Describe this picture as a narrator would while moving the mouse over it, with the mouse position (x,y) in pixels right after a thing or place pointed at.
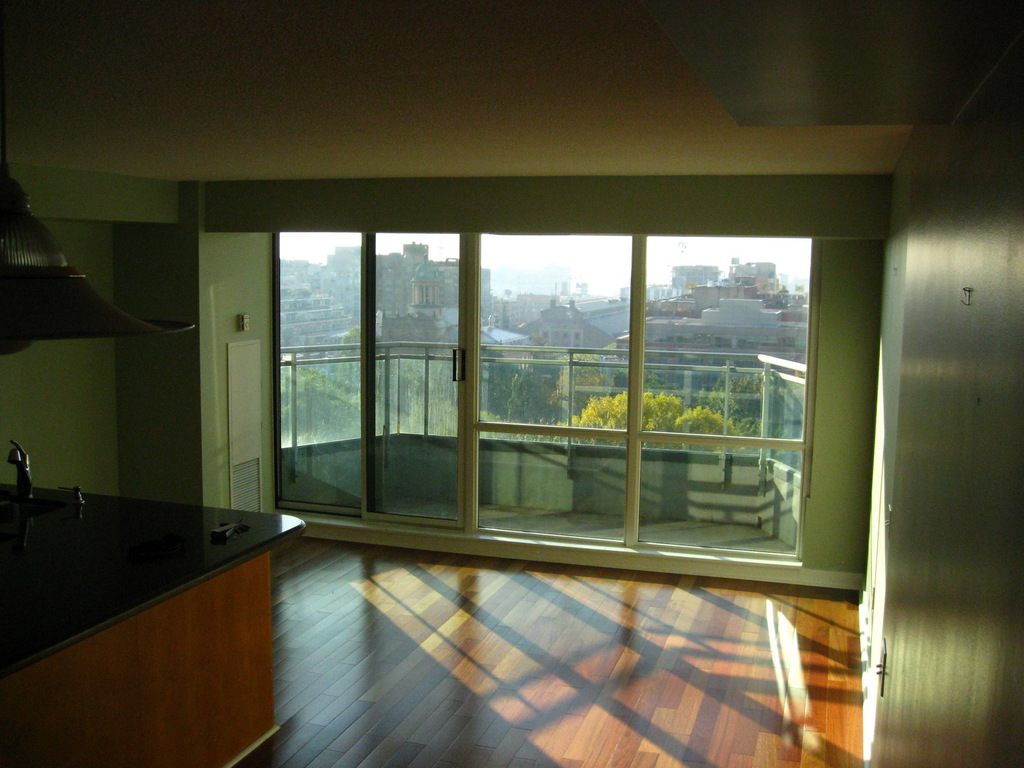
In this image I can see a counter top (236,556), background (669,398) I can see glass door (403,306), trees (668,380) in green color, few buildings (494,303), and sky (535,263) in white color.
